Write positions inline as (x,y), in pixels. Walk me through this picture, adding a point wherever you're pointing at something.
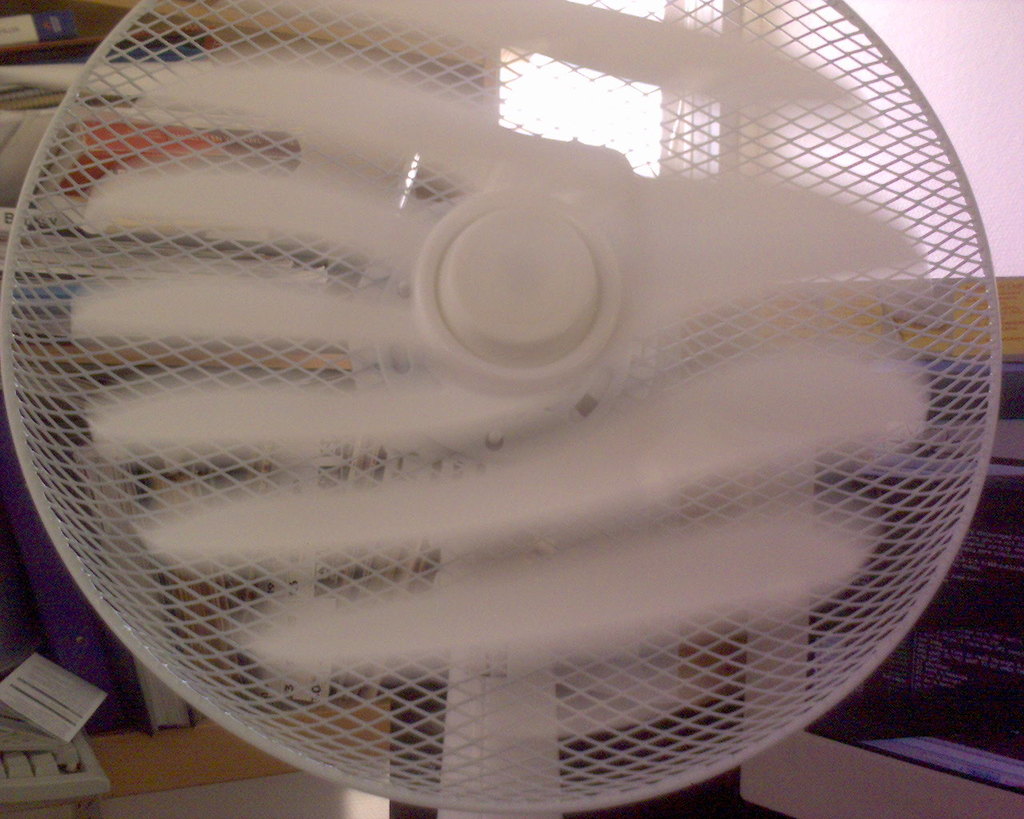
In this image in the foreground (440,606) there is one fan (753,494), and in the background (1014,600) there is computer (1014,600), keyboard (30,742), window (616,135), wall (1023,187) and some other objects (56,43).
